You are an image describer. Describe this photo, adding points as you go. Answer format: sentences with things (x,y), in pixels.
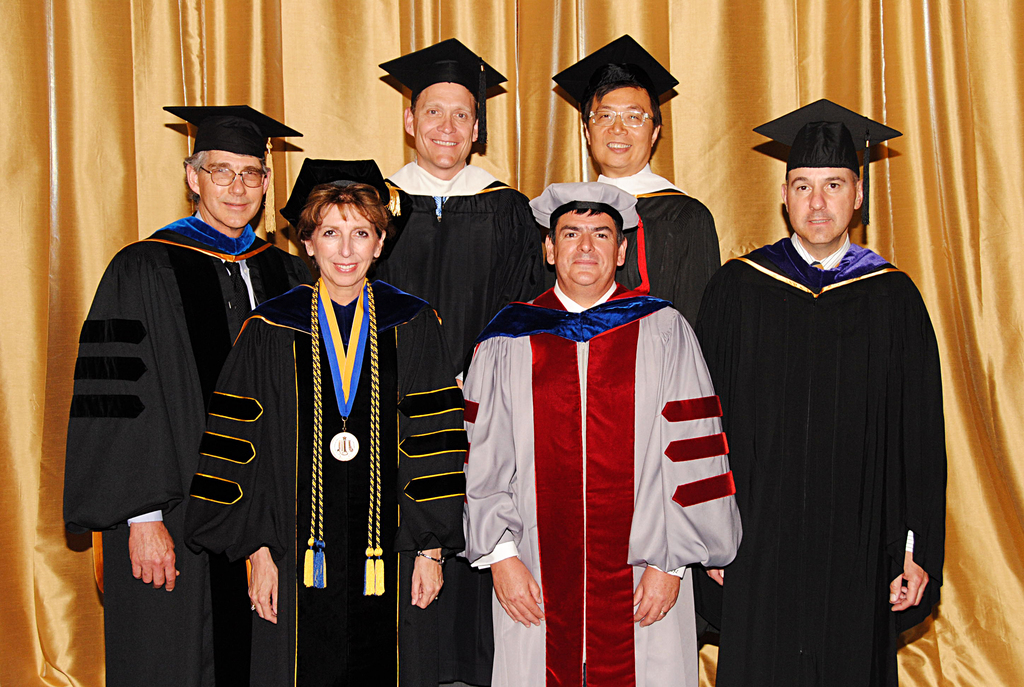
In this image we can see a group of people (650,473) wearing dress (433,438) and caps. One woman (383,325) is wearing a, medal (349,349) in her neck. Two persons (217,251) are wearing spectacles (226,186). In the background (112,143), we can see the curtains (757,27).
